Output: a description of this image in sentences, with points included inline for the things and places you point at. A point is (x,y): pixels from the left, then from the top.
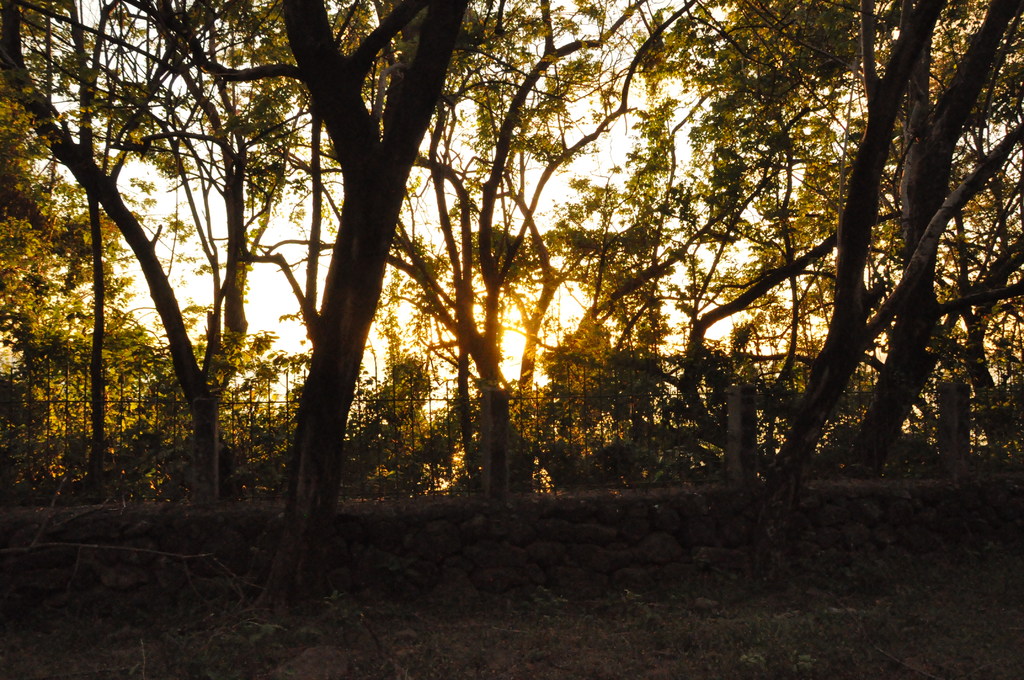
In this image we can see trees (494,242). There is a fencing (642,468). At the bottom of the image (711,623) there are plants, grass (439,629).
